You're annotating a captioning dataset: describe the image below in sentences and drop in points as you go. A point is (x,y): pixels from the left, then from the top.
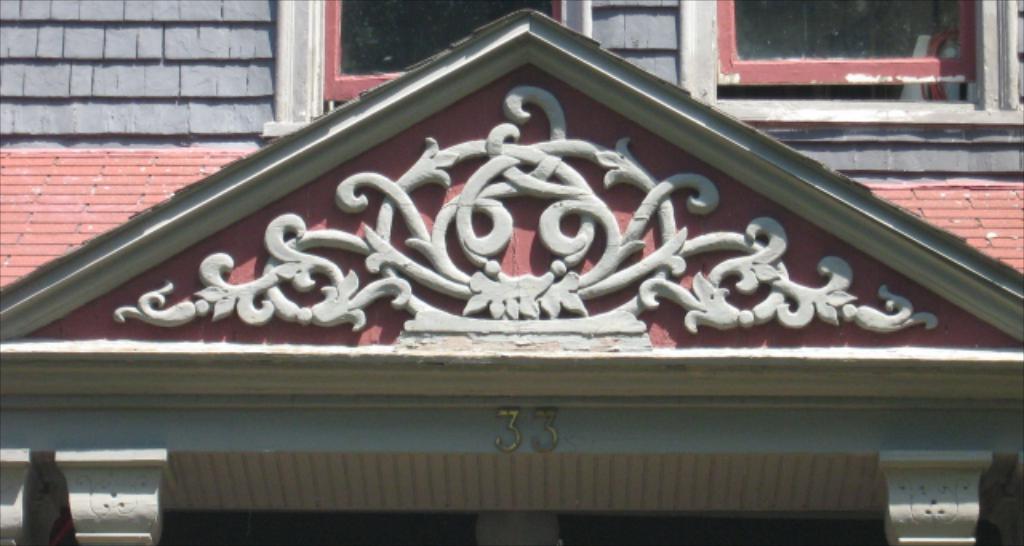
In this image we can see there is a gable roof (583,232) in the middle (528,246). On it there is some design (455,288). In the background (232,83) there is a building (484,24) to which there are two windows (585,29). At the bottom (507,436) there is some number (515,422) on the wall (449,440).
